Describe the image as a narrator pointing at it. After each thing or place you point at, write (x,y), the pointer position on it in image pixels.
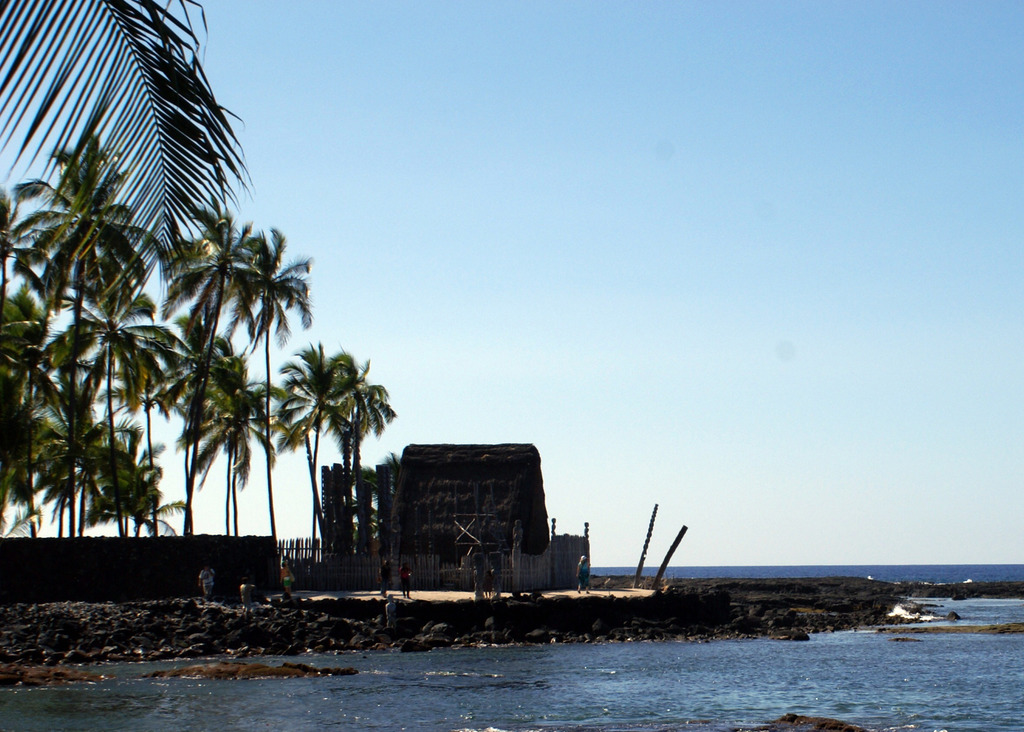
In this picture we can see few people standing on the path (422,594). There is a house (503,507) and fencing (566,566) is visible around the house (530,509). We can see a compound wall (266,563) and few trees (18,454) on left side (98,495). Water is visible in the background (894,572).
